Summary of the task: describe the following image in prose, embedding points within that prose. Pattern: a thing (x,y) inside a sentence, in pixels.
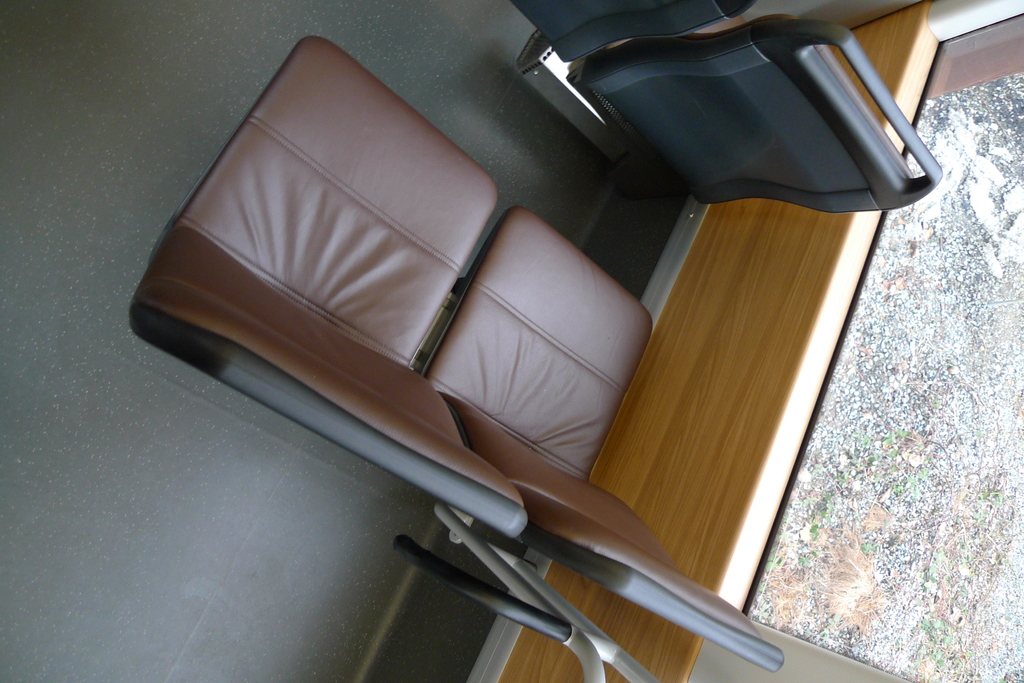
In this image we can see the seats (356,319) for sitting. We can also see the floor (111,430). On the right (979,393) we can see the glass window (954,358) and through the glass window (916,477) we can see small plants (865,443) and also the ground (862,524).
